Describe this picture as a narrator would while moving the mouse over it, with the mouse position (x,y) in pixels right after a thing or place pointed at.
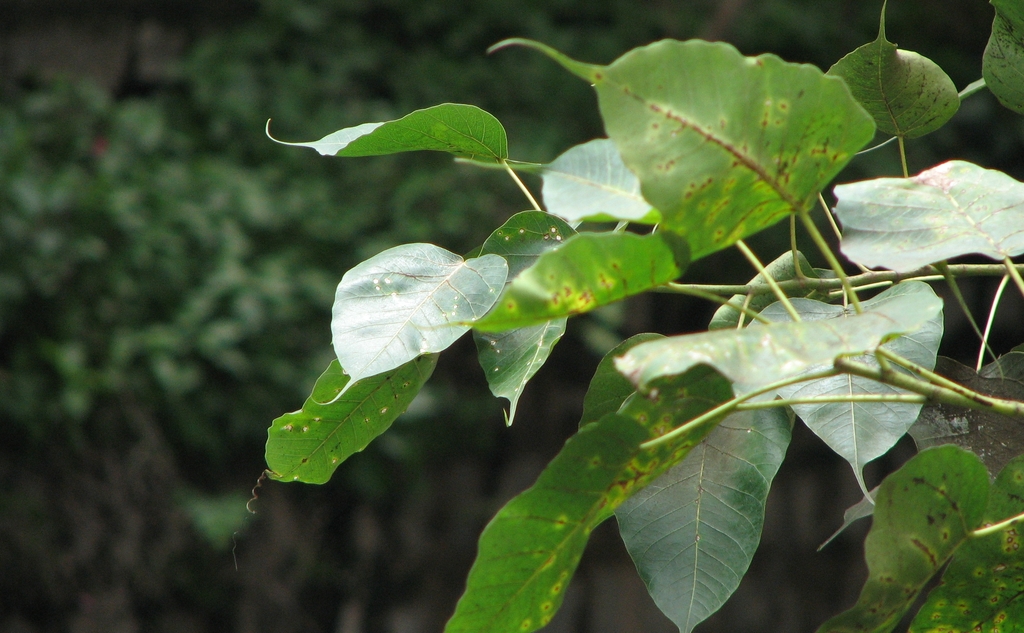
In this image there is a zoom in picture of some leaves (554,265) as we can see on the right side of this image (802,300).
